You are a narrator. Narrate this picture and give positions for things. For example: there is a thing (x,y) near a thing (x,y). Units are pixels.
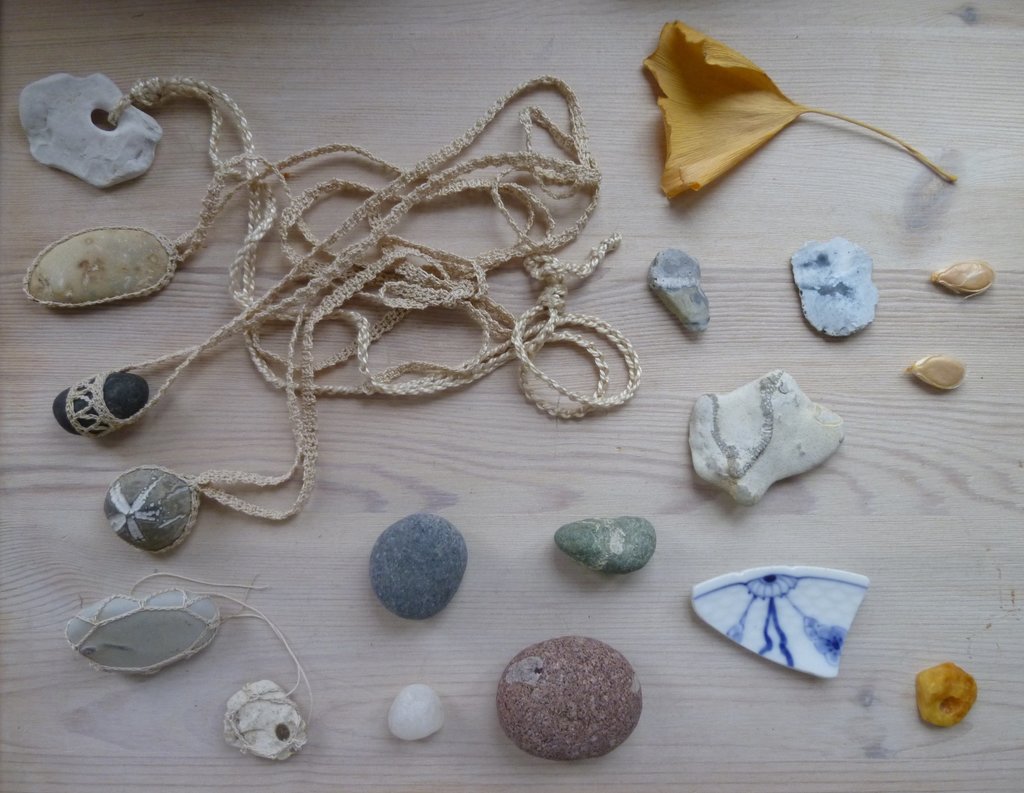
In this image, I can see different types of pebbles (427,579). This is a dried leaf (750,105), which is yellow in color. I think these are the seeds (930,381). I think this is the thread (293,420), which is tied to few of the pebbles (147,483). In the background (599,80), I think this is a wooden board (1013,187).
